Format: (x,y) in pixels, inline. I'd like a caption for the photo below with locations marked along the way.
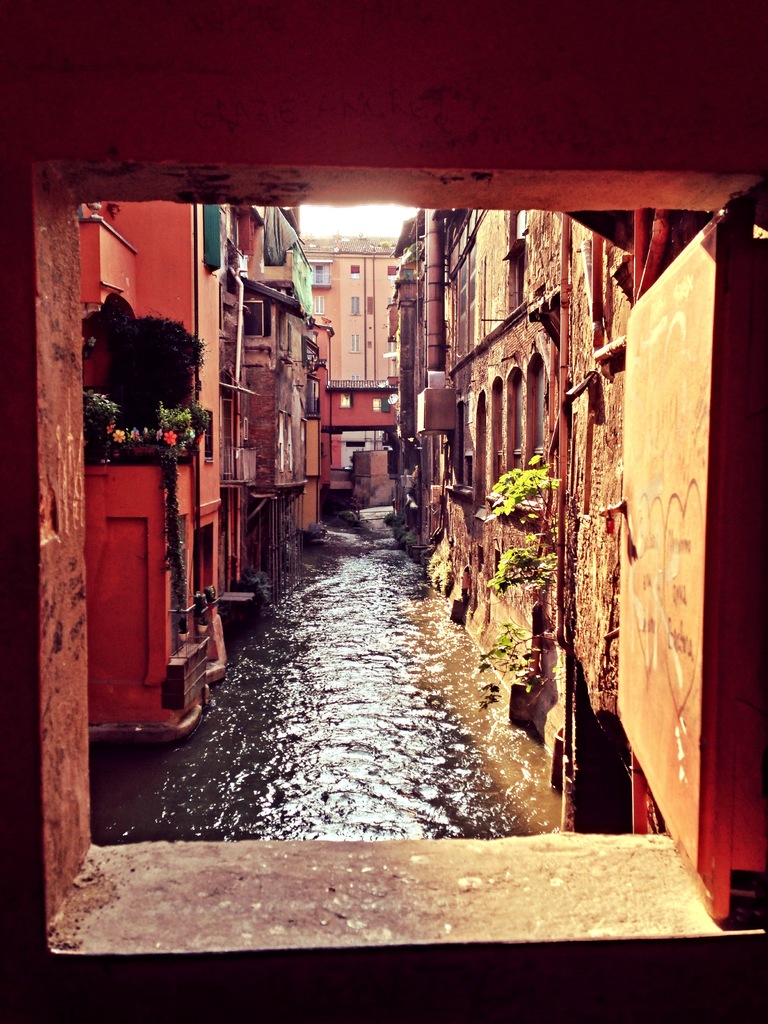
There is a sewage water (349,709) flowing behind the houses (252,532), around that sewage (342,576) there are a lot of buildings (320,369).
